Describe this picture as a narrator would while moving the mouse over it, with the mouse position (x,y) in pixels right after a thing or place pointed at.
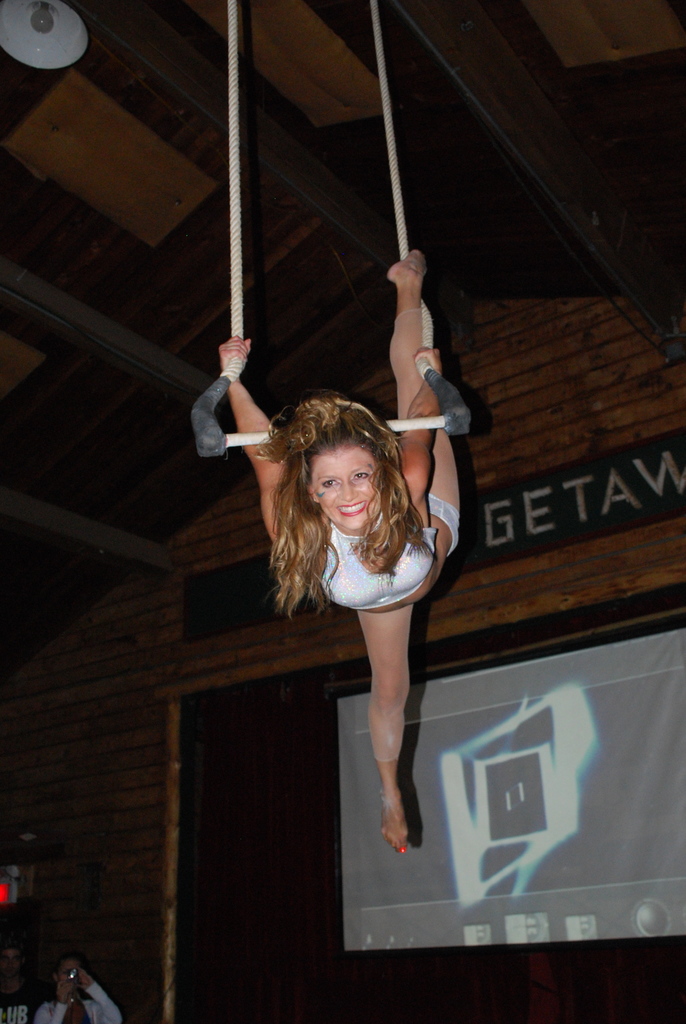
In this picture I can see there is a woman (380,506) performing acrobatics and she is wearing a white dress (421,557) and smiling, she is holding rope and there is a light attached to the ceiling (11,80) and there are few persons (28,993) standing at left (1,1010) and clicking pictures.
